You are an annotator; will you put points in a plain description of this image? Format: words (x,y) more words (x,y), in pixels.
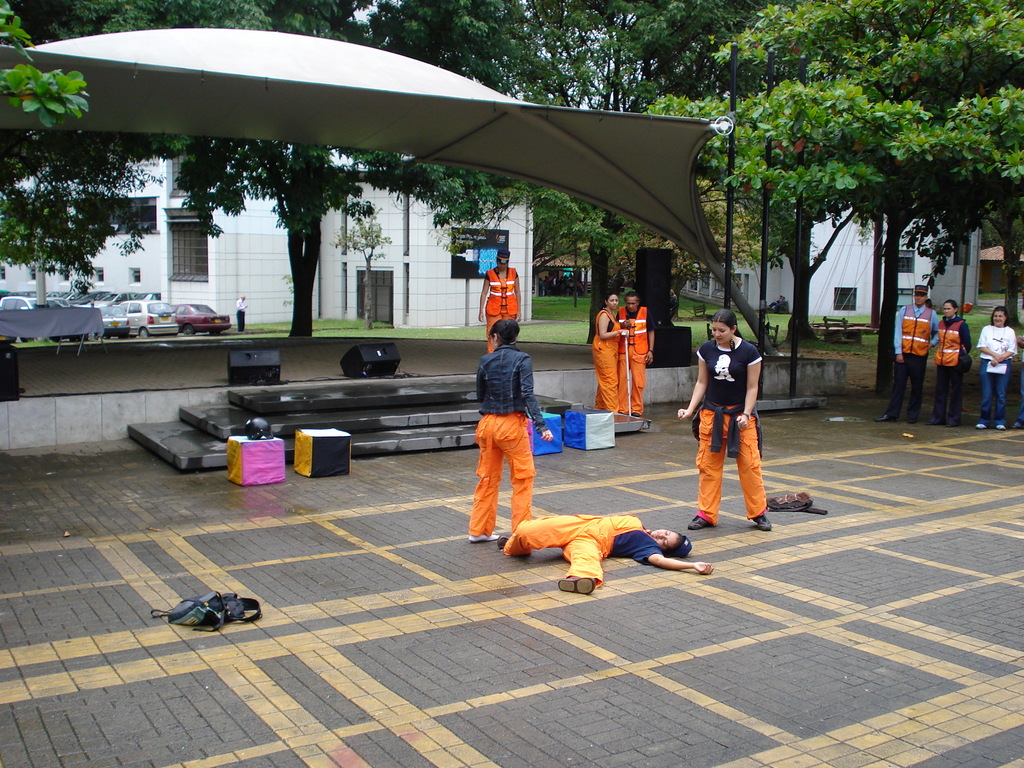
In the center of the image (485,446) there are persons (607,535) on the ground (687,461). On the right side of the image (724,10) there are trees (880,345) and persons (920,354). On the left side of the image (209,325) we can see vehicles (112,334), person (241,318) and building (235,261). In the background (764,153) there buildings (135,265), trees (518,61) and sky (361,17).
